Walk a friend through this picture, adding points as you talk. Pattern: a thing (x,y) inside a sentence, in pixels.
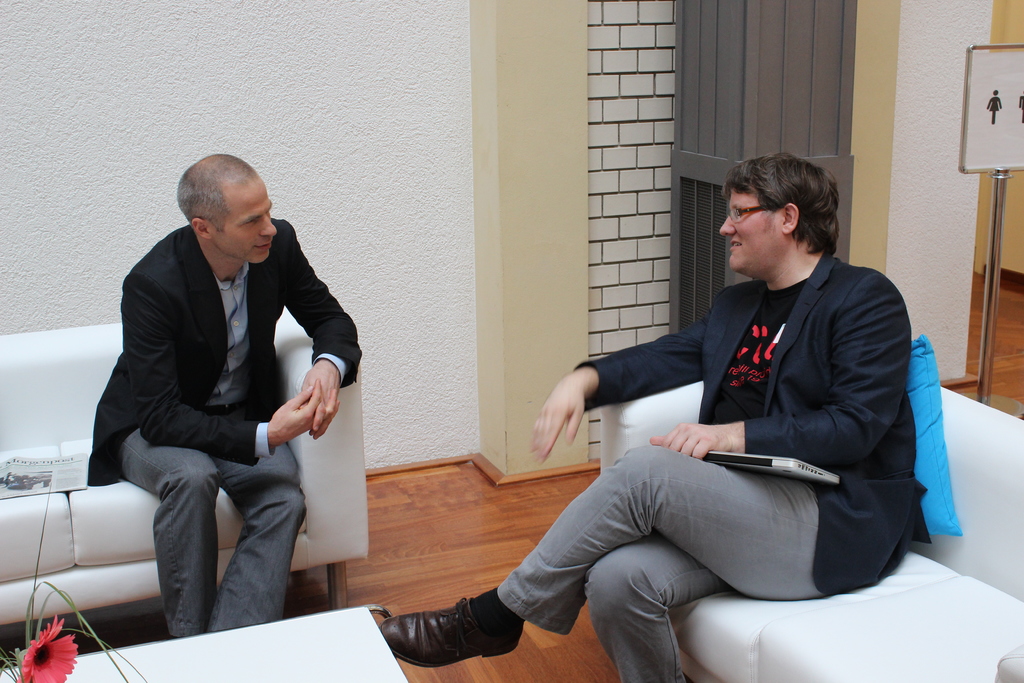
This is a picture of two people (706,481) wearing black suits (261,404) and sitting on the sofa (339,420).
